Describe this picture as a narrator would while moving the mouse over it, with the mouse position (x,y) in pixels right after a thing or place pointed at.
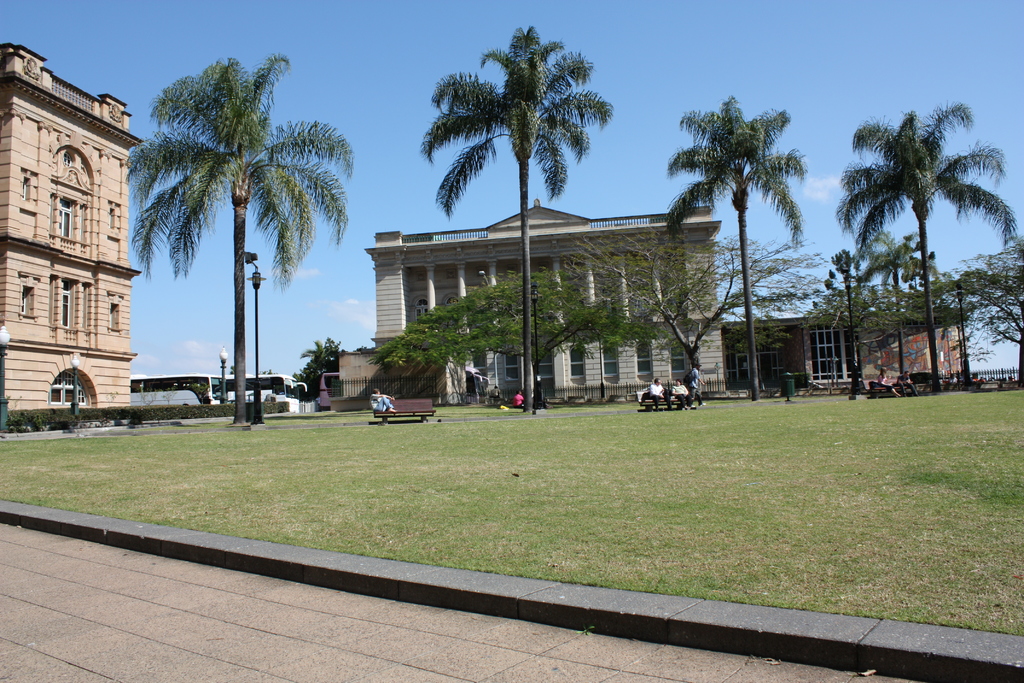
In this image we can see the buildings (25,155), trees (522,318), light poles (223,365) and also the buses (199,380). We can also see the fence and some people (376,403) sitting on the benches (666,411) which are on the ground (590,439). We can also see the path (277,603). In the background (345,130) we can see the sky (830,105) with some clouds (819,194).
